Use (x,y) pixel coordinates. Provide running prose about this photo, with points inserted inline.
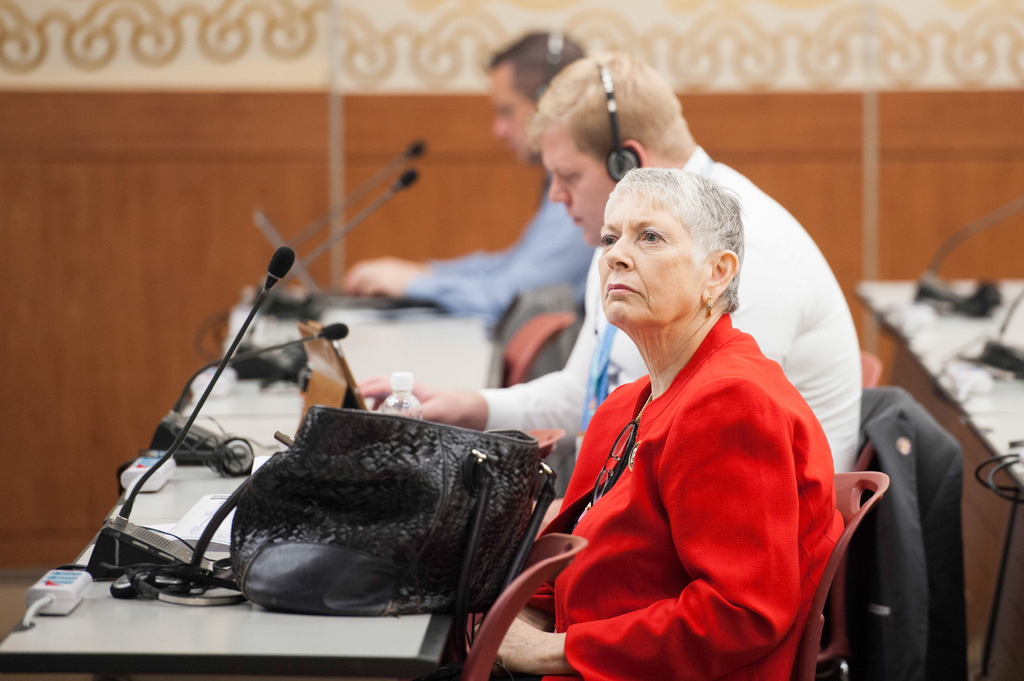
At the right side of the picture (969,437) we can see a table (986,341) and on the table (1021,345) we can see mike's (1004,343). Here we can see three persons (625,288) sitting on chairs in front of a table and on the table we can see bottle (402,403), black colour handbag (362,488), mike's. These two men (651,124) put headphones (626,152) over head (585,57). This is a jacket (901,523) on the chair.
